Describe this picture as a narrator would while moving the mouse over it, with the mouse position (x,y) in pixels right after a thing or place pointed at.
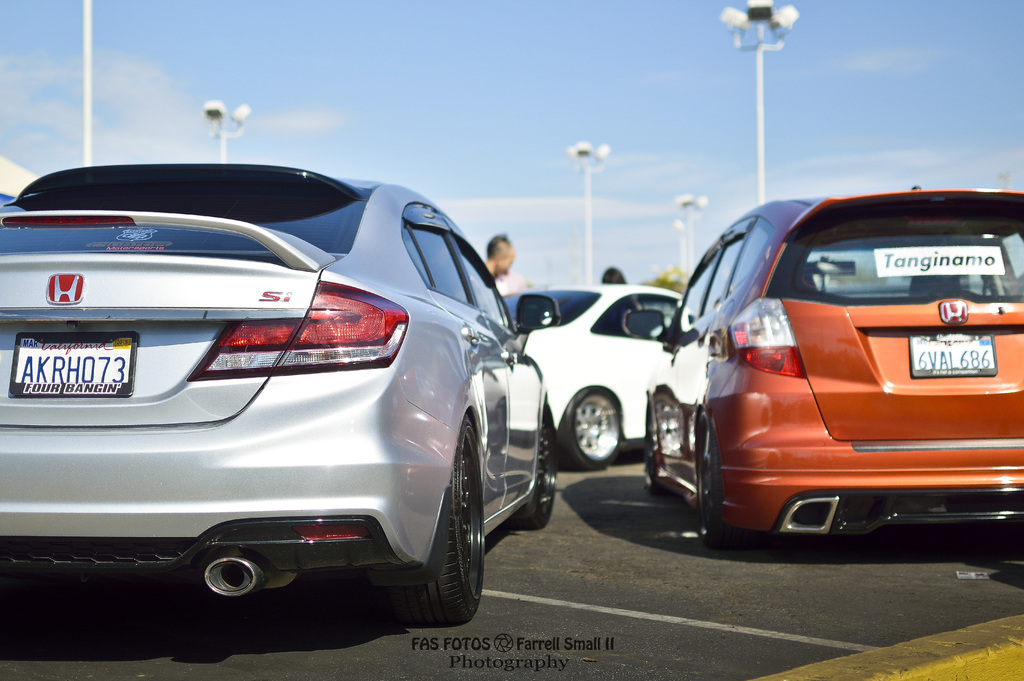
In the image we can see there are many vehicles (626,404) of different colors. Here we can see the number plate (55,381) of the vehicle (79,405) and there are even people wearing clothes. There are even light poles (762,157) and the sky (465,133). On the bottom middle (505,656) we can see the watermark (484,644).
